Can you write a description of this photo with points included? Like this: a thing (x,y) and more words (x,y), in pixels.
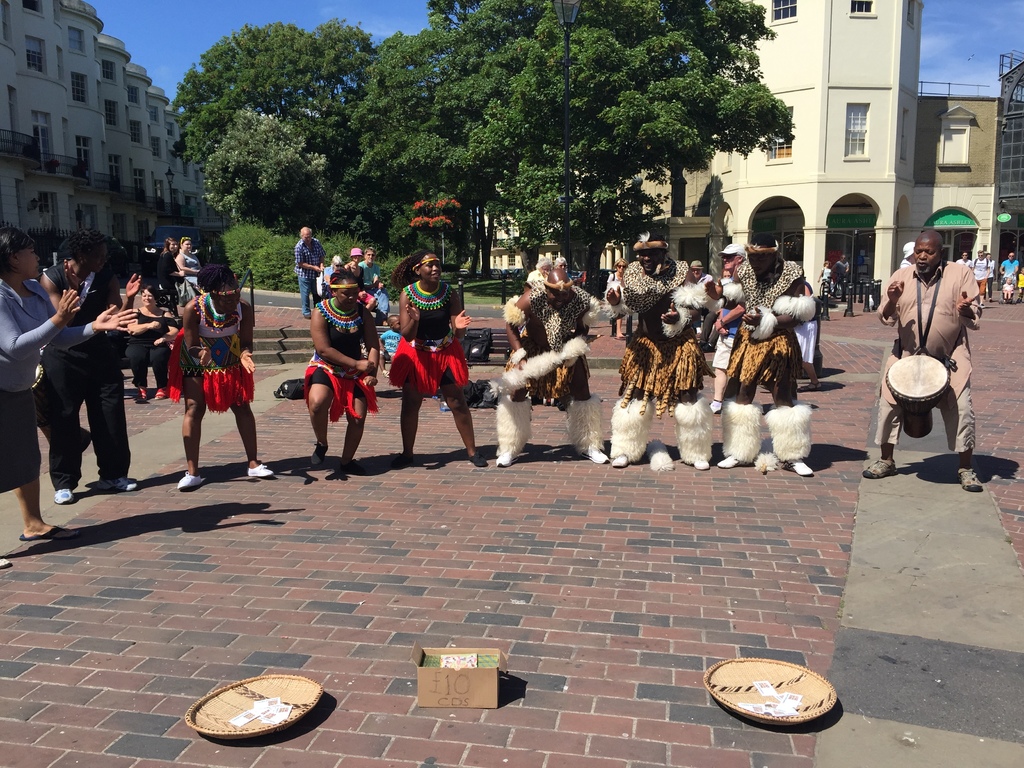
We can see baskets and box (467,689) on the surface (625,640) and there are people (0,309), this man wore drum (941,375), behind these people (964,432) we can see bags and some objects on the surface (1004,414). In the background (235,217) we can see people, buildings (958,229), trees (532,170), plants (256,240) and sky (970,45).
